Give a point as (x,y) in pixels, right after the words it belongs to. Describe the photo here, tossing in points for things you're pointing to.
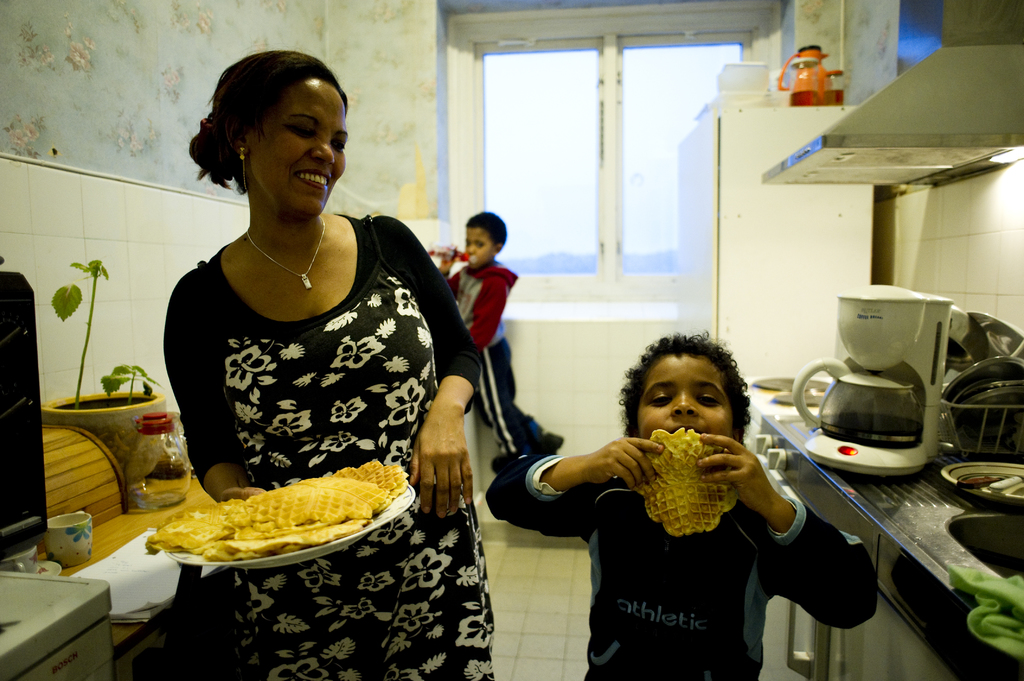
This picture is clicked inside. On the left (282,165) there is a woman (308,221) wearing black color dress (302,405), holding a plate (334,546) of food (325,517) and standing. On the right (687,487) there is a kid (722,576) holding a food item (695,502) and standing. On the right corner (923,404) we can see there are some objects (1006,412) placed on the top of the stove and there is a white color cabinet (747,180) on the top of which many number of items (769,83) are placed. On the left corner (193,492) we can see the kitchen platform (161,517) on the top of which a cup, glass jar (158,473), house plant (127,399) and some other items (97,459) are placed. In the background (363,76) we can see the wall (439,144), window (578,155) and a person (497,301) holding some object (467,257) and standing on the ground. In the top right corner (912,89) we can see the chimney (889,145).
